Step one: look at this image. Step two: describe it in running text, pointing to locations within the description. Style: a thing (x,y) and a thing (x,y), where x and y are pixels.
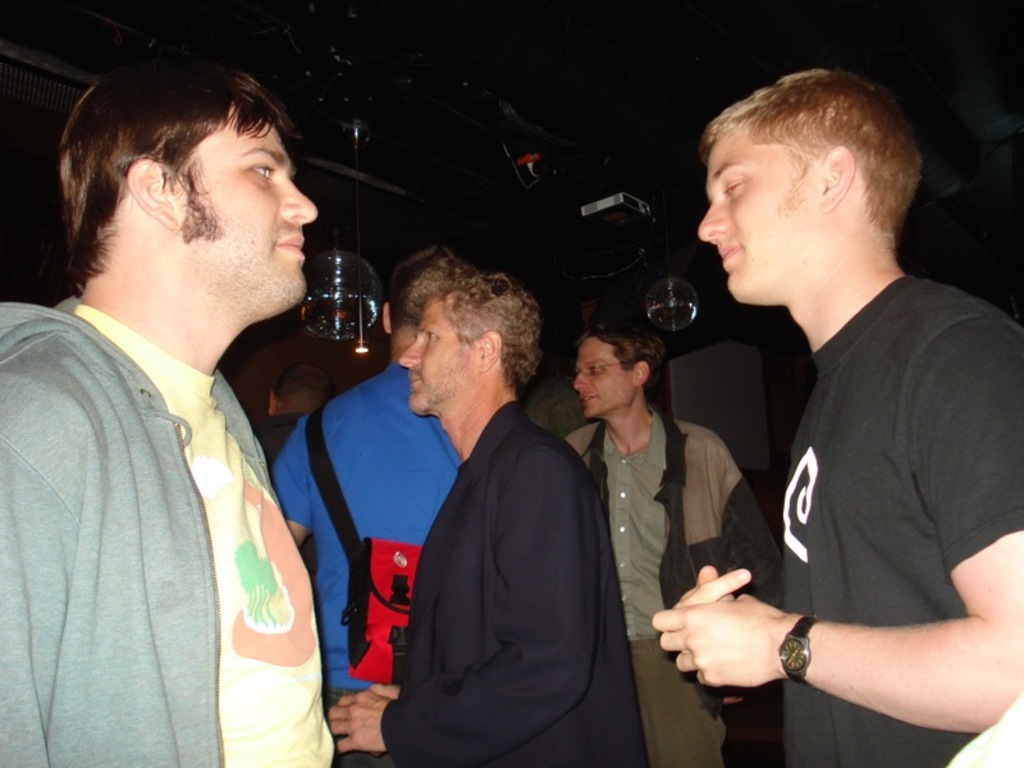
In this image there are persons (471,505) standing. In the background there are objects (690,288).
